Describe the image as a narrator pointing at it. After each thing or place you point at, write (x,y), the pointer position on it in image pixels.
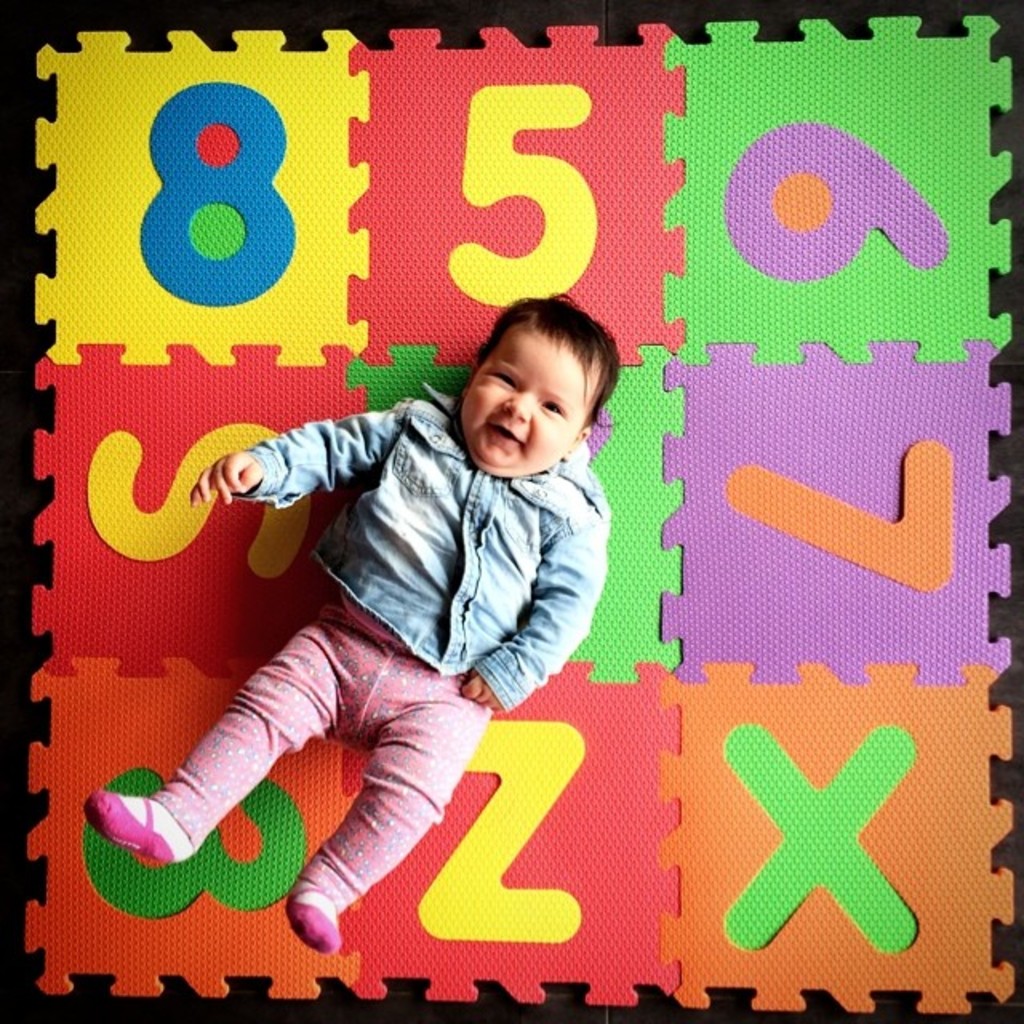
In this picture we can see numbers puzzle mat (322,313), on this mat (856,455) we can see a baby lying and smiling.
